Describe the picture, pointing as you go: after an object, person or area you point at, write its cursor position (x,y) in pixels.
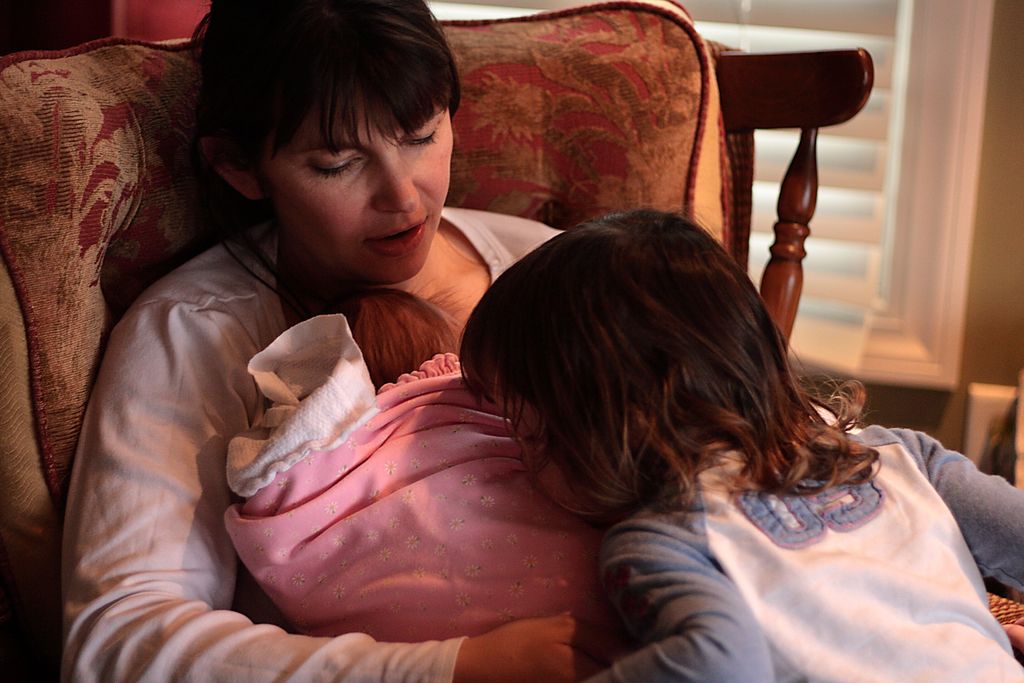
Here we can see a woman (407,70) is sitting and holding a baby (382,424) in her lap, and in front (630,411) here a child (675,428) is standing and kissing.
